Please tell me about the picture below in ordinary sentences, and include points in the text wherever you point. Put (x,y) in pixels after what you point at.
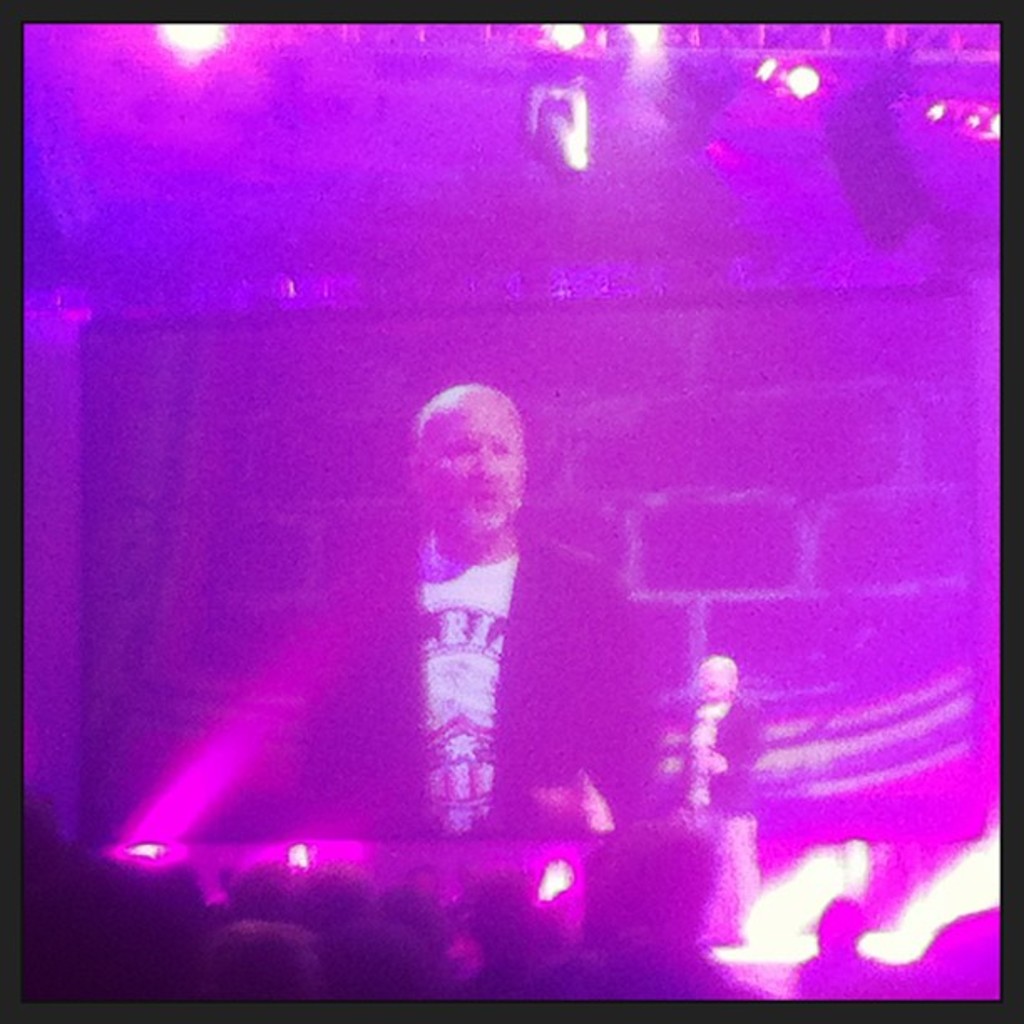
In this image I can see a person (471,715) standing wearing white color shirt (483,722) and I can see few colorful lights (199,29).
